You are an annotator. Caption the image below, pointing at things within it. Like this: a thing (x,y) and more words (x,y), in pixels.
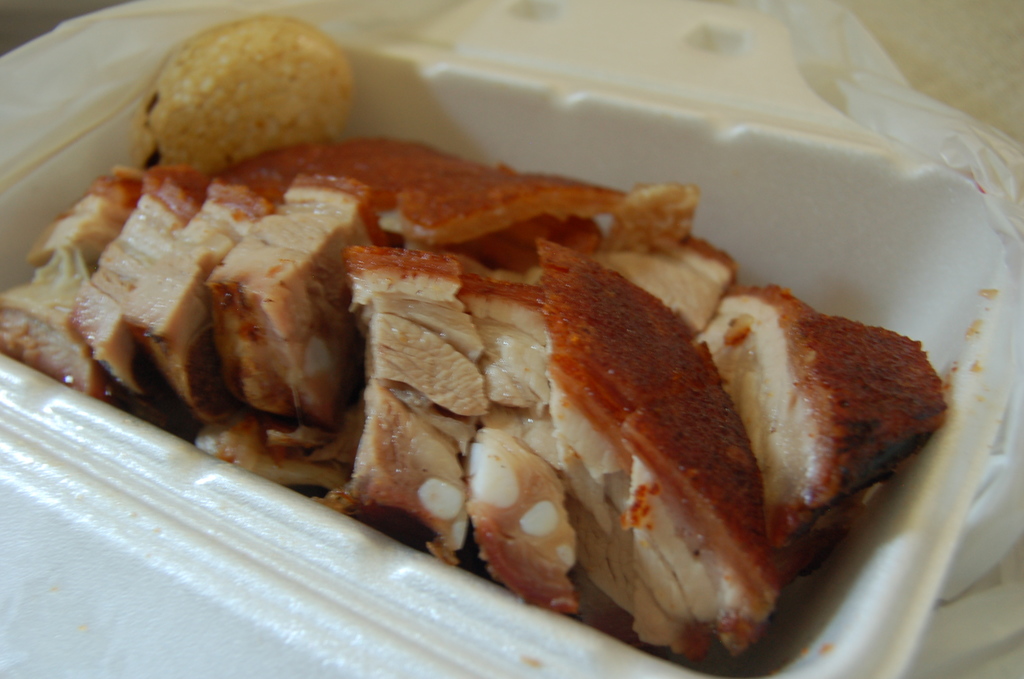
There are meat pieces (426,299) and a food item (328,79) in white color bowl (931,305). And the background (145,69) is white in color.
